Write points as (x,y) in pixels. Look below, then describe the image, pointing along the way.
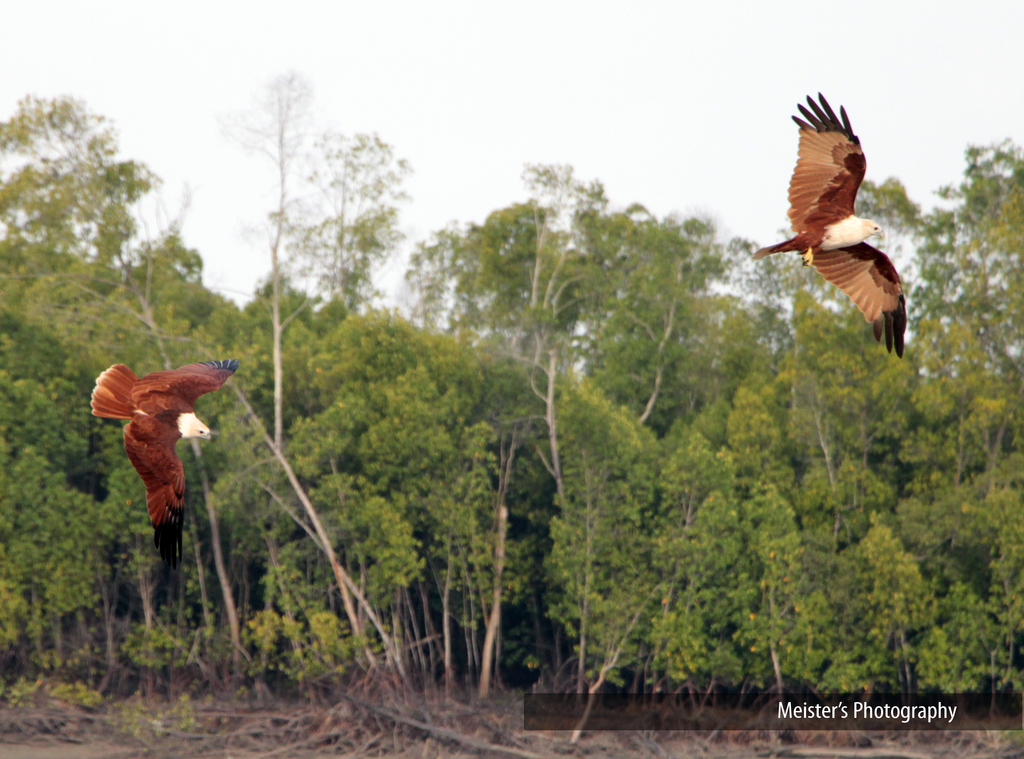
In this image I can see two birds (877,226), text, trees (621,480) and the sky (627,162). This image is taken may be during a day.
